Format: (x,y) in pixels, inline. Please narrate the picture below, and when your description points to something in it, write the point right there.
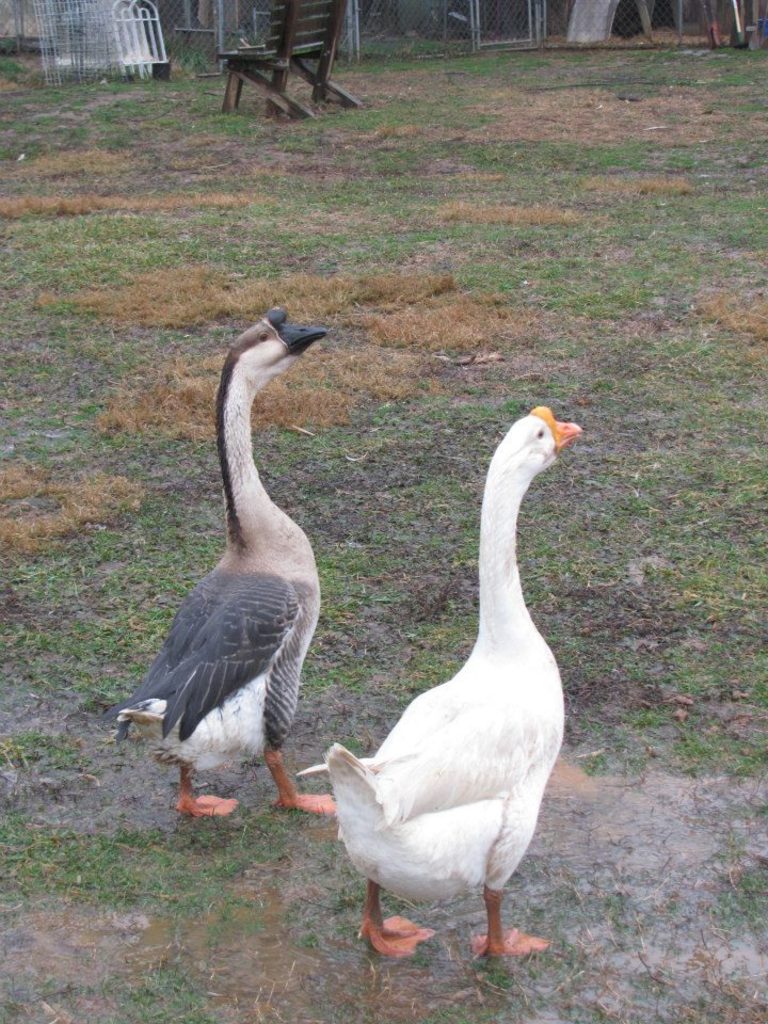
In this picture we can see birds (244,385), grass (305,506) and chair (288,71). In the background of the image (356,10) we can see fence (138,39).
